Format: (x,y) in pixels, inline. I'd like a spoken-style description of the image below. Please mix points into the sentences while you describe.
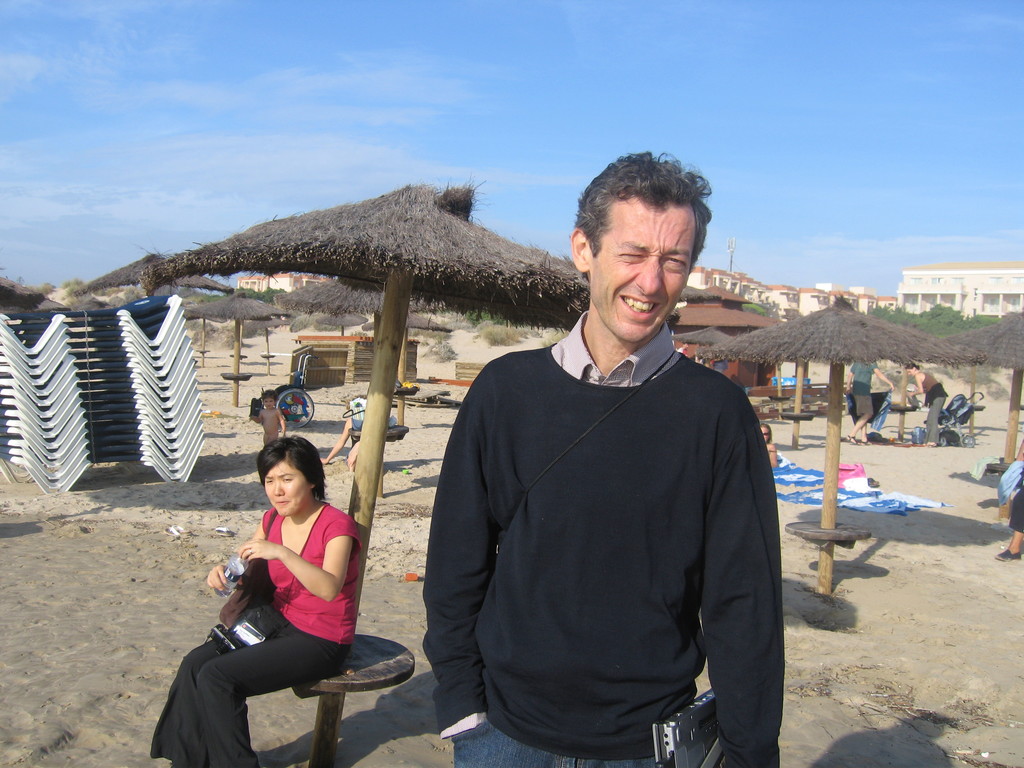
In this image there are people (506,418), it looks like umbrellas (838,311) and there are some objects (88,308) in the foreground (213,270). There are buildings (736,329) in the background (779,321). There is mud floor (105,528) at the bottom (69,744). And there is sky (765,208) at the top (890,190).
